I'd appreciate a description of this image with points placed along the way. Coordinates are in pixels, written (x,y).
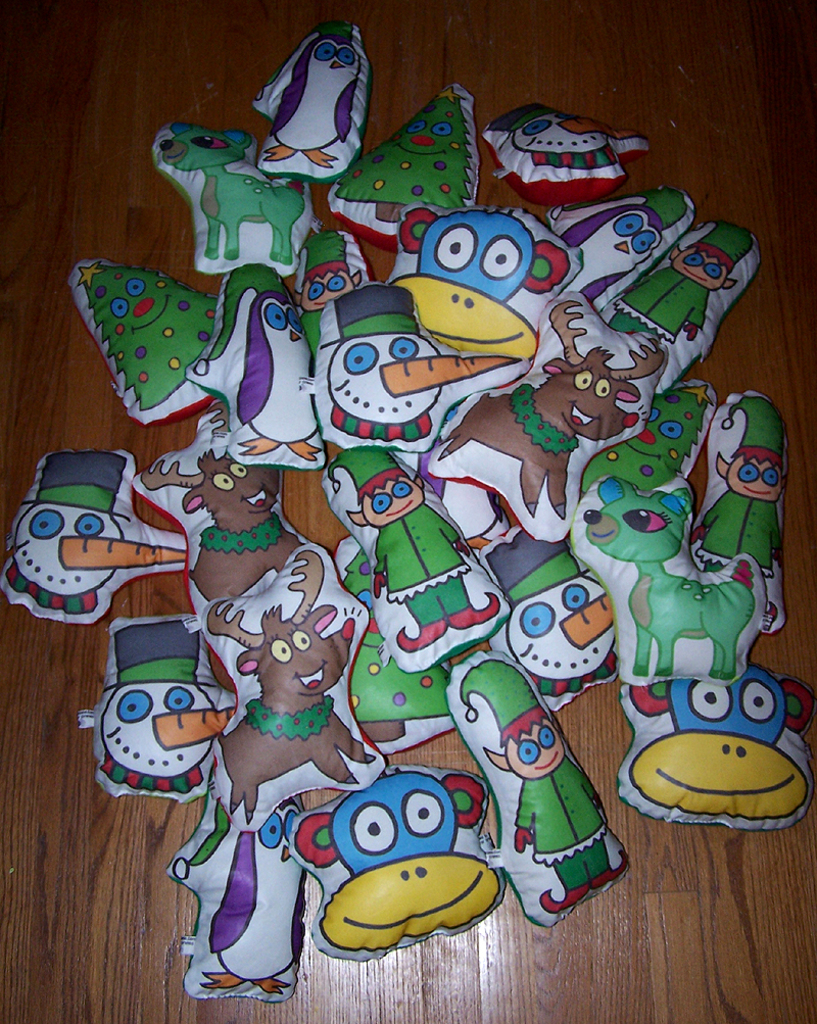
In the picture I can see many stuffed fabric toys (496,633) are placed on the wooden surface (105,984).
